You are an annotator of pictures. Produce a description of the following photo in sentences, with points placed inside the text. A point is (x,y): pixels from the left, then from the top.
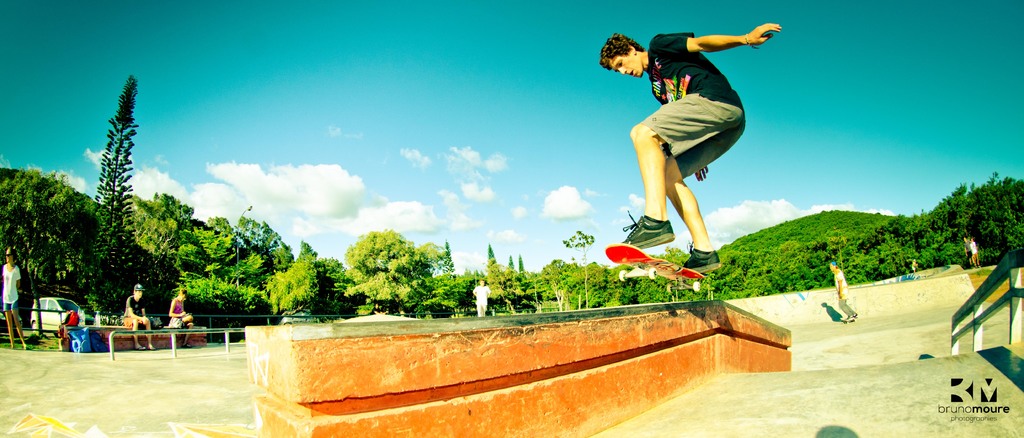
In this image we can see a person (702,231) on a skateboard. In the background of the image (557,264) there are trees (291,303). There are people (127,315), car (60,310). At the top of the image (399,99) there is sky (392,106) and clouds (320,193). At the bottom of the image (239,394) there is floor (705,413).
